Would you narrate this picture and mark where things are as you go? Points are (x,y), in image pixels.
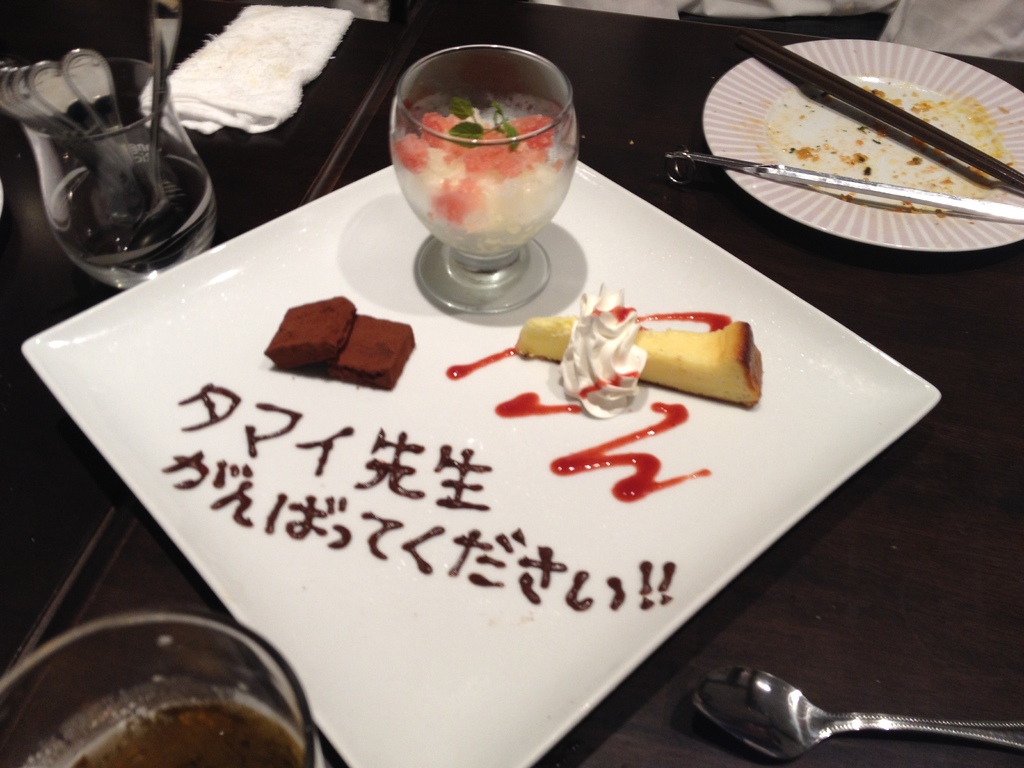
In the picture we can see a table (921,319), some glasses (35,692), plate (756,462), spoon (6,106), some food (500,177) and something written with the paste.
